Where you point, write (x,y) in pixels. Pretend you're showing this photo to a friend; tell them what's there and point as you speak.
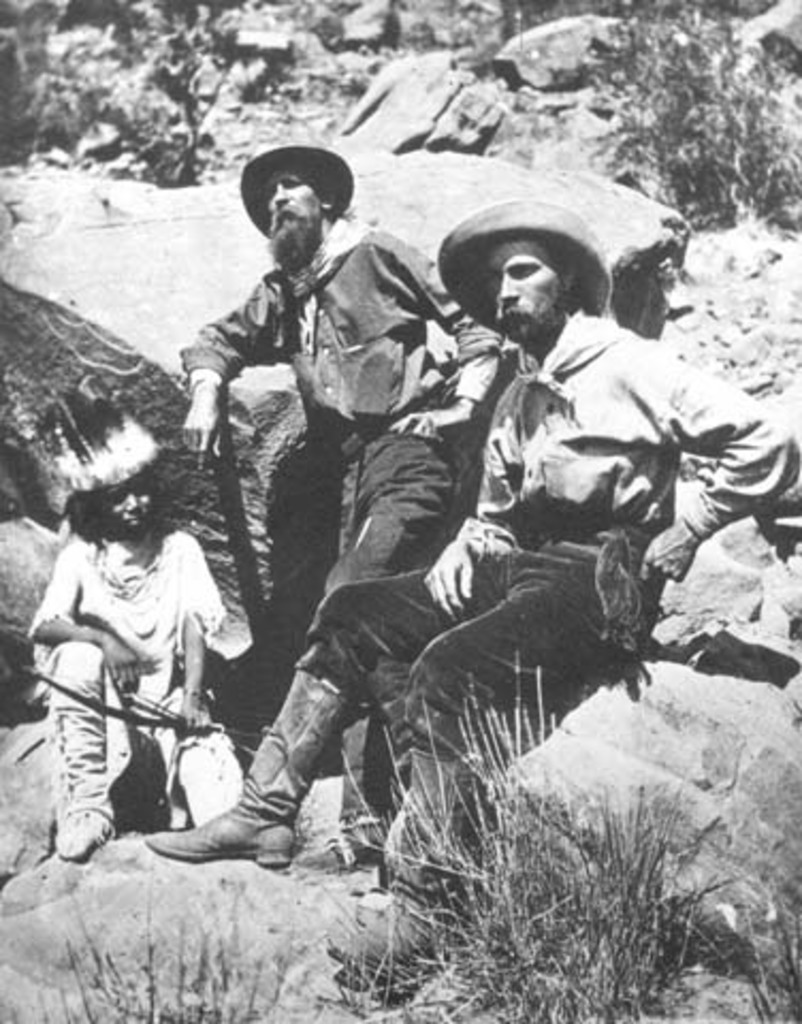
The image is in black and white, we can see there are three persons (373,776) on the rocks (36,732), in front (478,940) there is grass (671,996).
